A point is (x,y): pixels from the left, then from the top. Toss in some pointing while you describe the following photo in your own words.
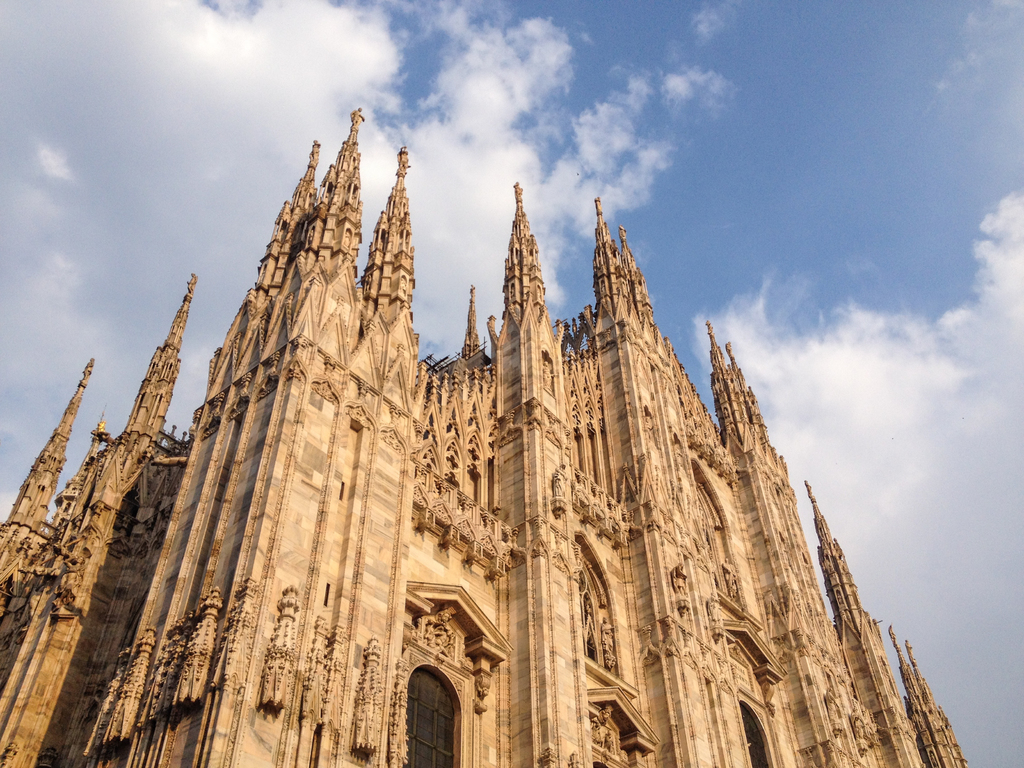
In this image we can see a church (373,551) with windows (447,728), in the background (489,142), we can see the sky (765,281) with clouds (556,244).
